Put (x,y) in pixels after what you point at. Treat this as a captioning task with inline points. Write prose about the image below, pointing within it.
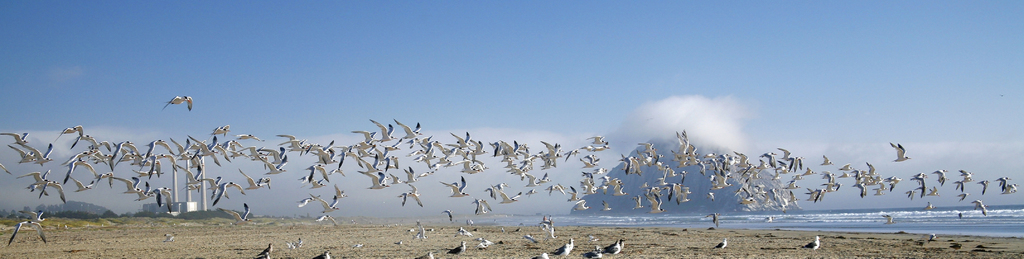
In this image we can see birds (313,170) are on the sand (313,234) and few birds (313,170) are flying in the air (302,99). In the background (572,221) on the left side (133,214) there are trees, buildings (172,179), trees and on the right side (865,223) we can see water (849,231) and mountain (749,182). We can see clouds (568,138) in the sky (679,50).
